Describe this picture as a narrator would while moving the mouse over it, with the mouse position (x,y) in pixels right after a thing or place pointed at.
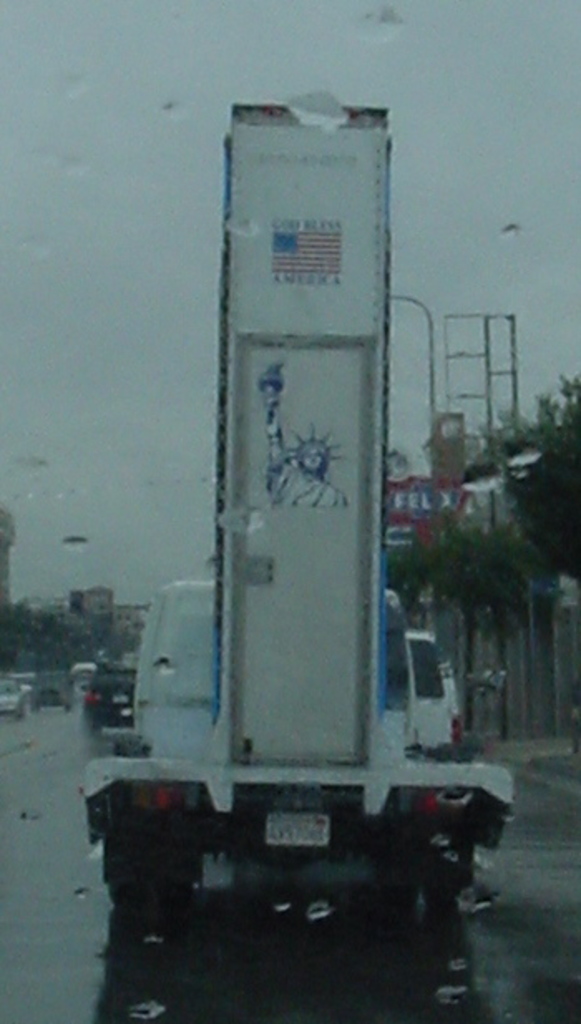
Here in this picture, in the front (43,834) we can see a glass (341,1013) present and on that we can see some water droplets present and through that we can see number of vehicles (282,624) present on the road (90,865) and in the middle (299,607) we can see a truck (300,690), on which we can see something present on it and we can also see light posts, plants (414,573) and trees (469,542) present and we can see the sky (139,191) is cloudy.
